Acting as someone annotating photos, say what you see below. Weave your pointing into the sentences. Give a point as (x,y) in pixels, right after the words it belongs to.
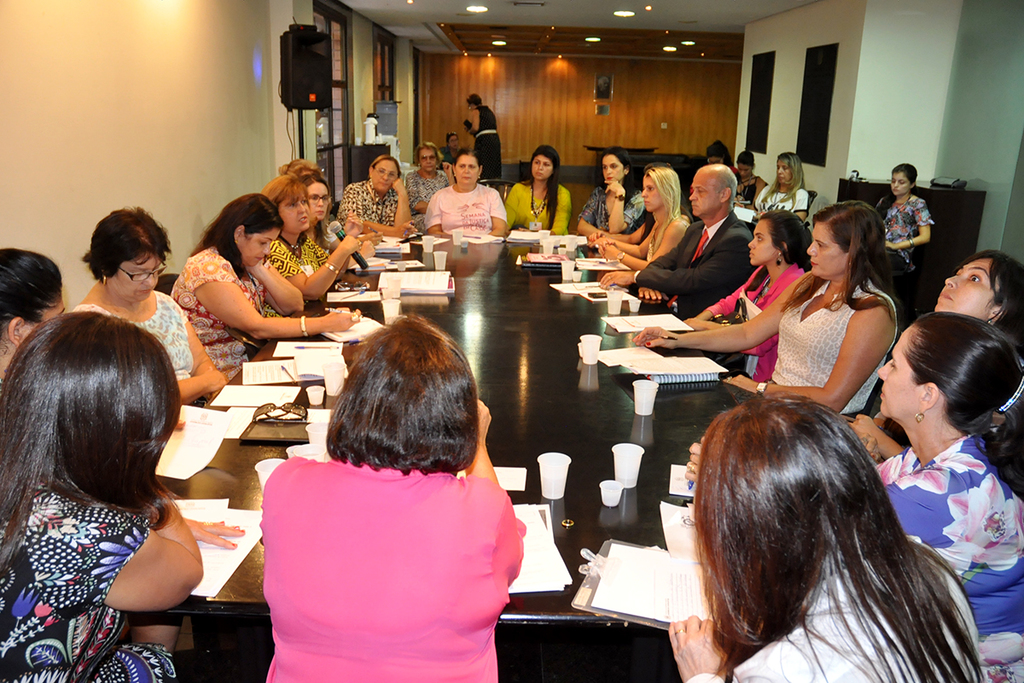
As we can see in the image, there are group of people (523,219) sitting on chairs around table (254,597). On table (532,594) there are papers (626,560), glasses (633,461) and on the right side (898,112) there is a white color wall (896,79).
